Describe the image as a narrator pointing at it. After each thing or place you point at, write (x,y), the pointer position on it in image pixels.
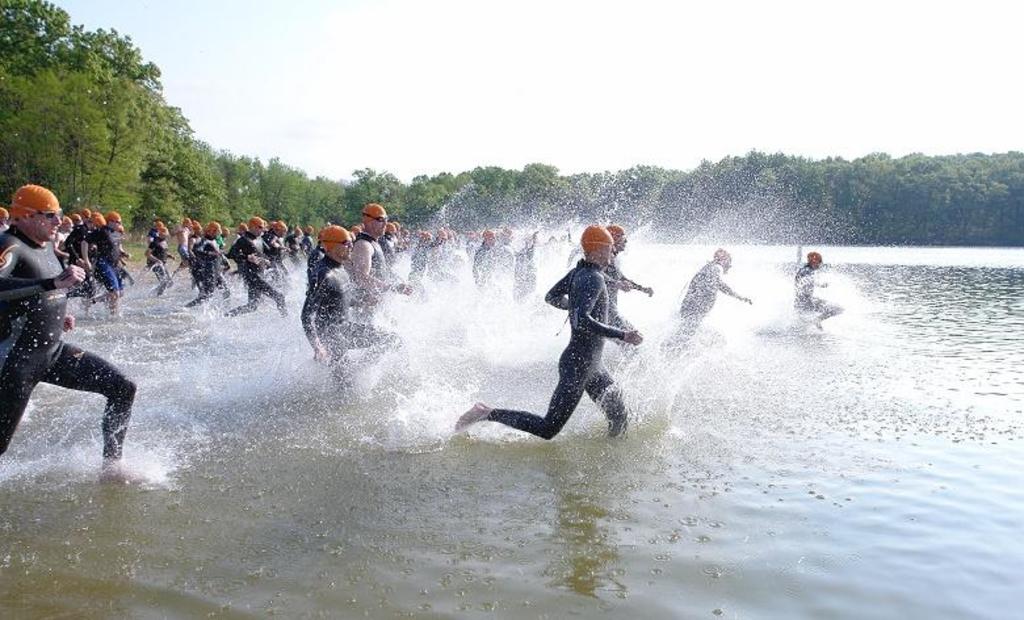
This image consists of many people (311,270) running in the water (435,404). At the bottom (544,529), there is water (351,507). In the background (967,207), there are many trees (967,207). At the top (450,68), there is a sky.
